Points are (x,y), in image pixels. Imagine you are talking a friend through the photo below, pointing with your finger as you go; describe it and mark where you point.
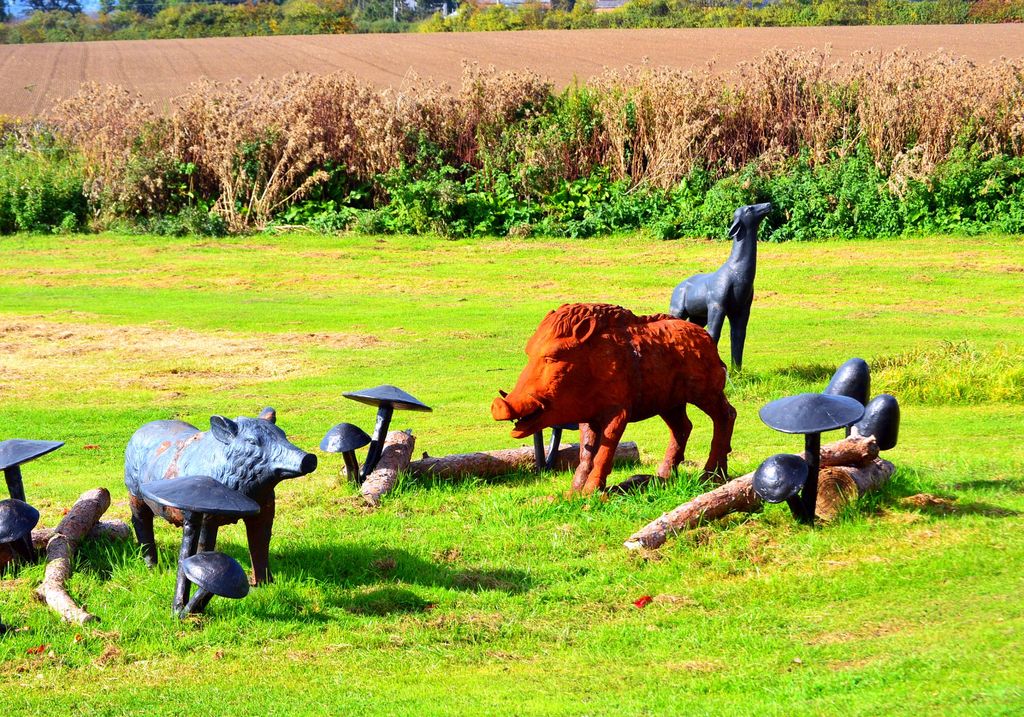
In the foreground of the picture (457,408) there are statues (575,406) of animals (516,413) and mushrooms (255,504) and there are wooden logs (395,477) and grass (428,323). In the center of the picture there are plants (435,146). In the background (389,50) there are trees (351,14) and fields (410,80).
